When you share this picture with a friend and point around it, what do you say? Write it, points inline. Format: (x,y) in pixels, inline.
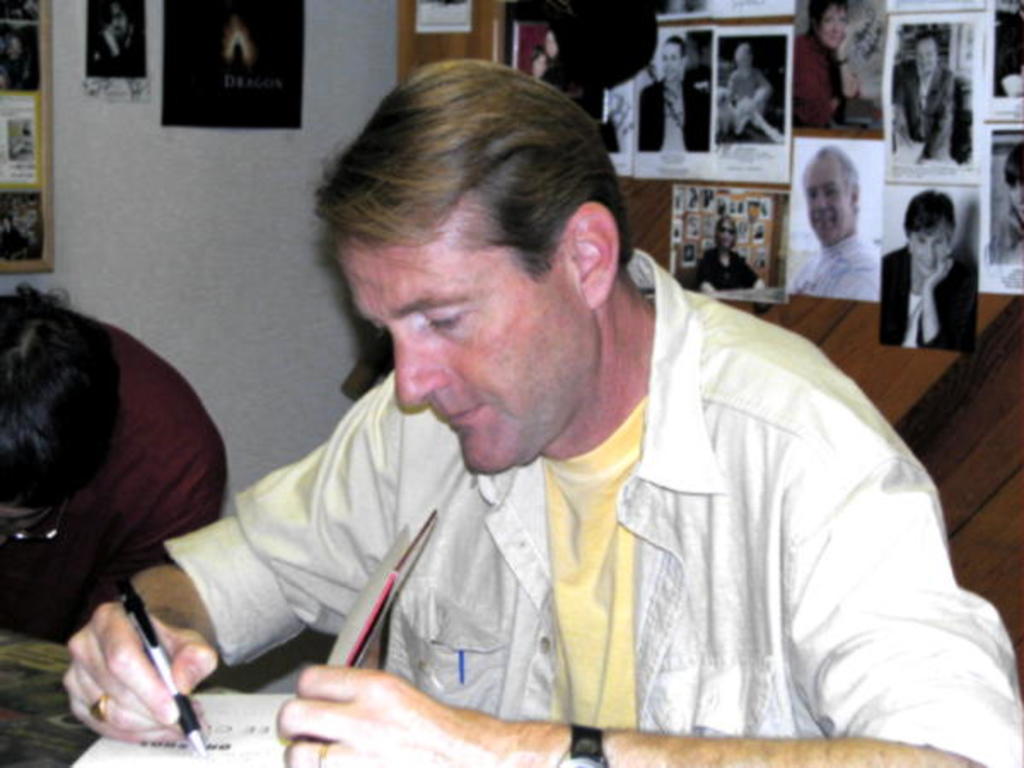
In the image there is a man (705,392) in yellow shirt (697,481) sitting in front of table (55,667) with book (281,751) and writing on it and behind him there are photographs (745,89) on the wall (313,261).
